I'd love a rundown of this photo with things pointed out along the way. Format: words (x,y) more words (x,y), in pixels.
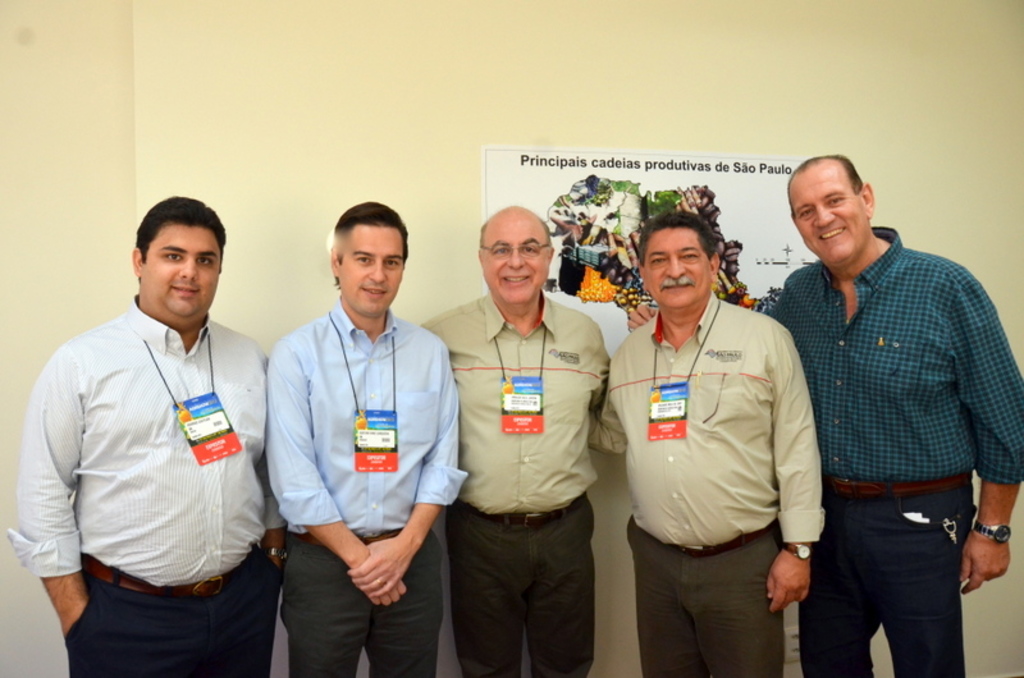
There are people (690,438) standing and smiling. Background (575,180) we can see poster (498,179) on a wall (454,213).
